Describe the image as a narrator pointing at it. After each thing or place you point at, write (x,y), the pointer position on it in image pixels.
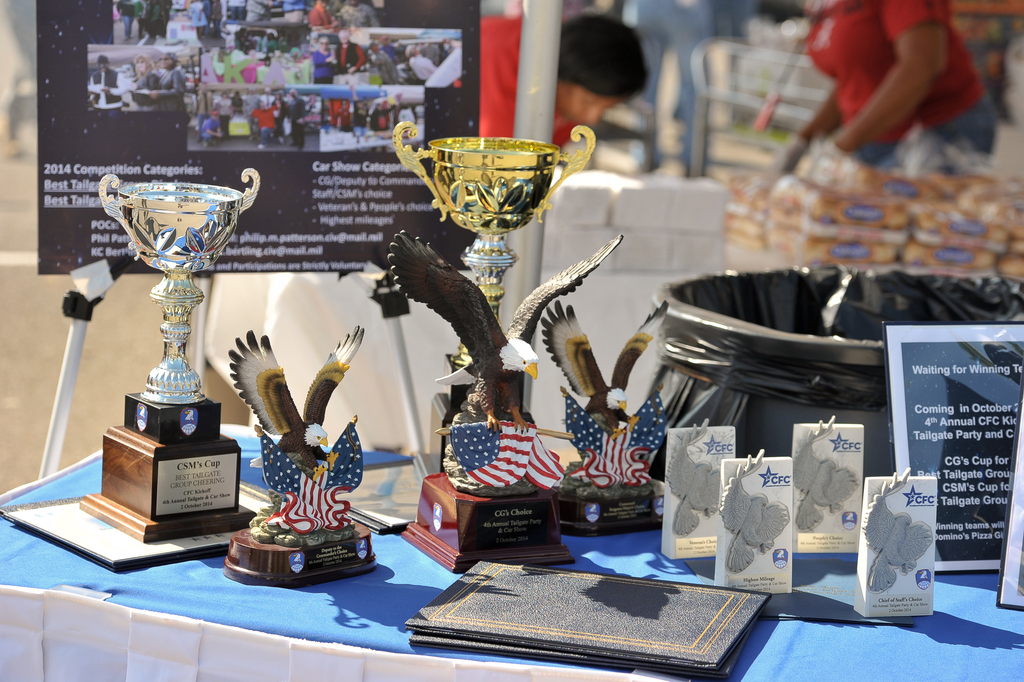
In the foreground of this image (356,651), on the bottom (356,636), there is a table (351,607) on which two cups (502,214), prizes (626,516), awards (873,570), files (585,623) and two frames (1016,550) on it. In the background (791,356), there is a dustbin (769,396) like an object (760,377), a banner (356,175) to the stand (398,322), few objects (689,224) on a table (629,302), two persons (881,68) and the unclear objects (751,106).
